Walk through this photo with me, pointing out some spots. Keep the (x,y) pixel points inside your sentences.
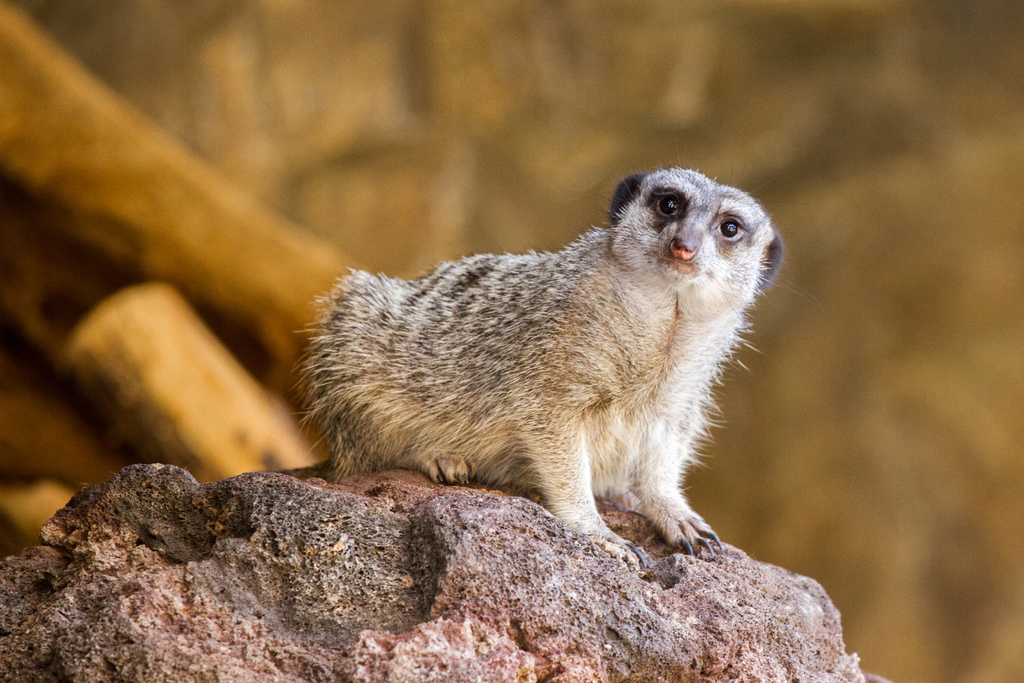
In this image at the bottom (269,574) there is a rock (574,579), on the rock (720,584) there is one animal (480,362) and in the background (233,255) there are some wooden sticks (225,299).
